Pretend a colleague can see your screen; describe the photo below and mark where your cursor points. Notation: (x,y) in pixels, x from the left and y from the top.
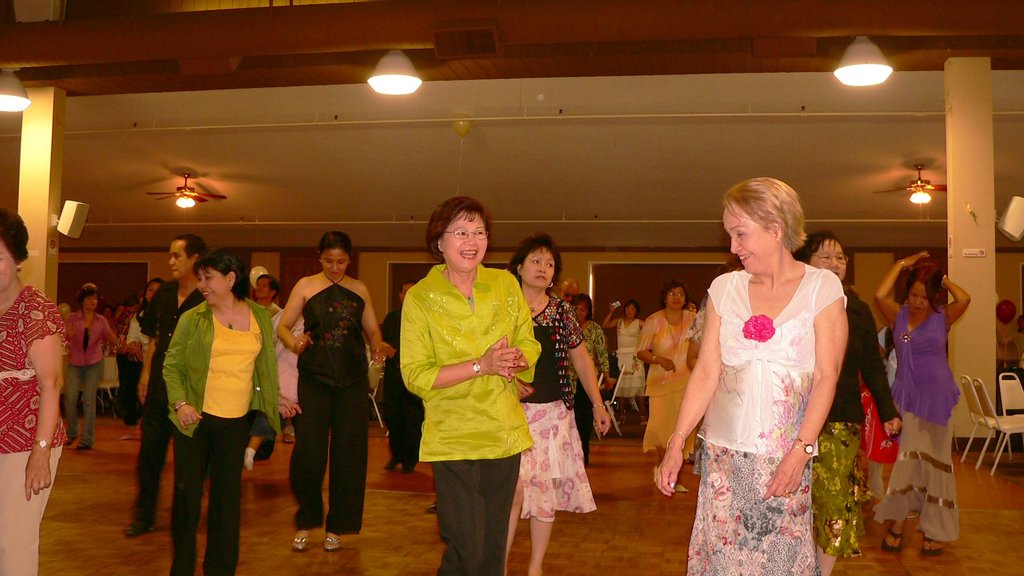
In this image I can see number of people (521,262) are standing. I can also see two pillars (986,278) on the both sides and on it I can see two white color speakers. In the background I can see number of chairs (1005,375) and on the top side of this image (866,79) I can see few lights (0,98) and two ceiling fans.
